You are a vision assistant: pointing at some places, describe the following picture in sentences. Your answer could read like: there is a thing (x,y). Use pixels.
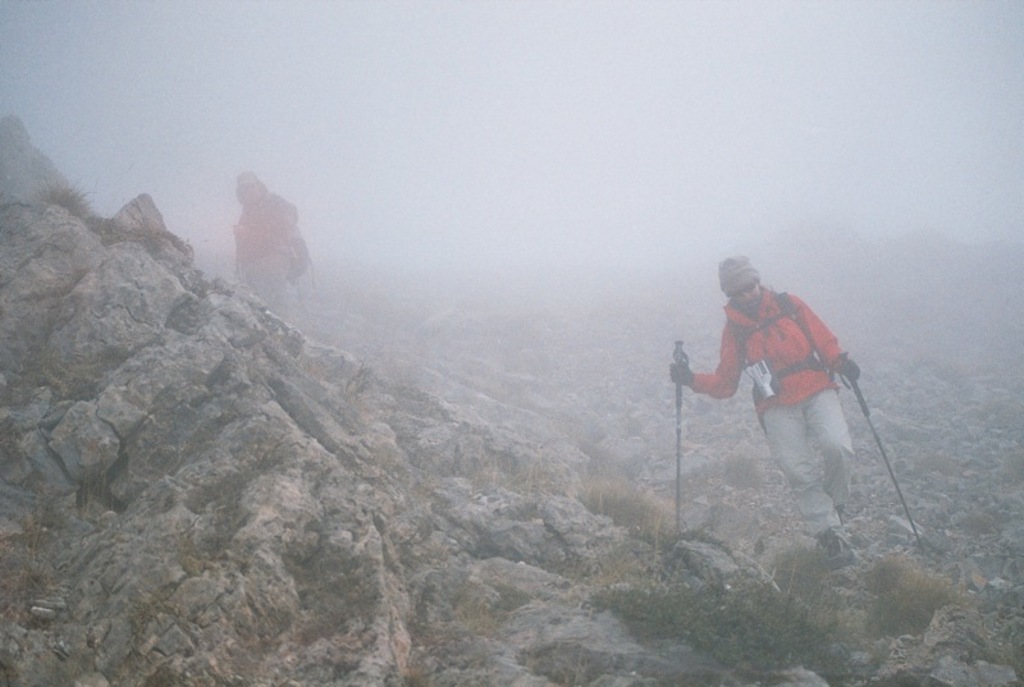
In this image two persons (788,458) are walking on a mountain (769,494).
